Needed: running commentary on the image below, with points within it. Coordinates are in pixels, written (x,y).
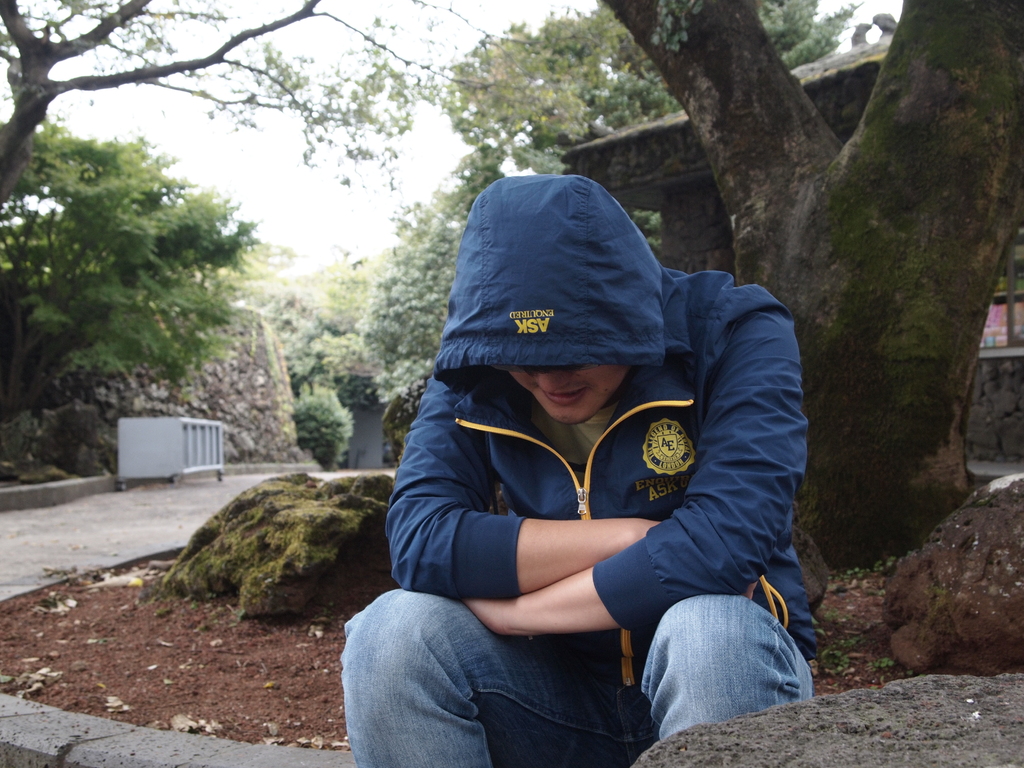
In this picture we can see a person (565,438) and the person (559,579) is seated, beside the person (607,517) we can find few rocks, in the background (60,132) we can see few trees (44,172) and a house (678,192).
